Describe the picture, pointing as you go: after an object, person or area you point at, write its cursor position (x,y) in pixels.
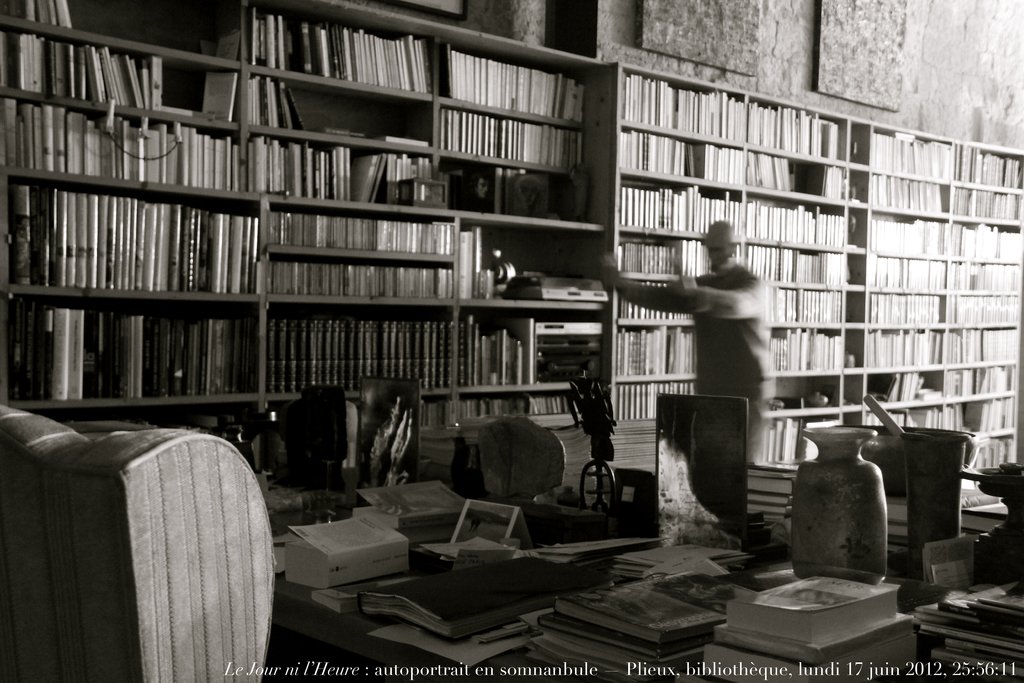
In this image we can see there are so many books (865,638) on the table (371,496) and also there are so many bookshelves (608,132).
